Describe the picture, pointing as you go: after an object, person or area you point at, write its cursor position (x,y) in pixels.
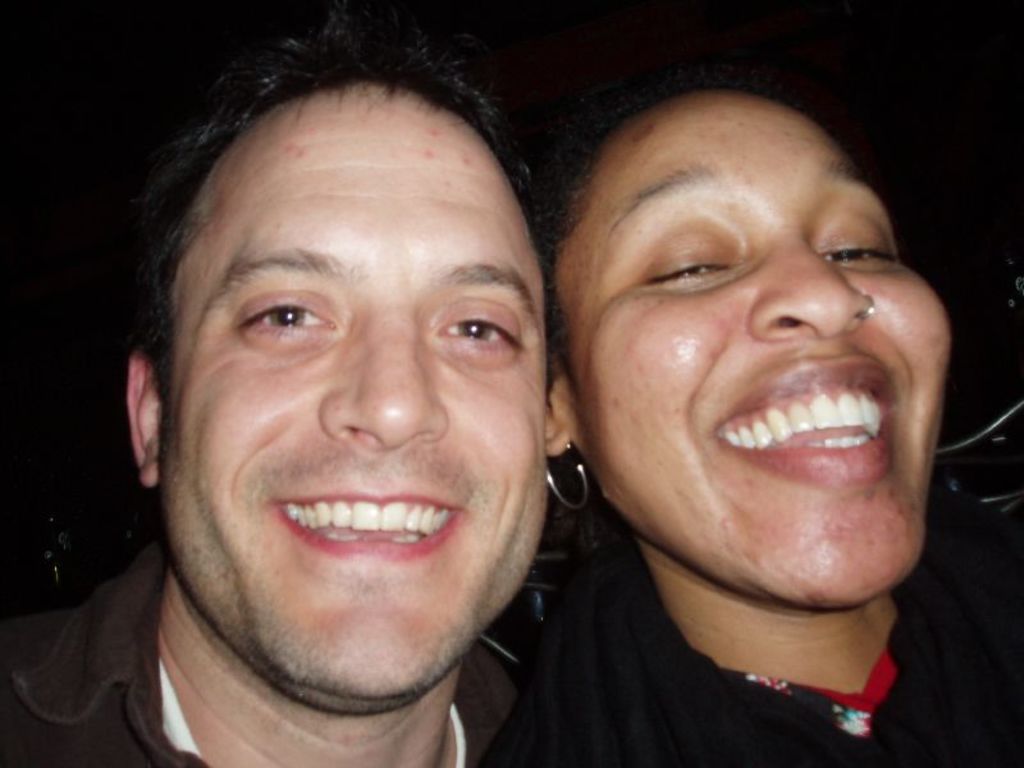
In this picture we can see two people (245,375) smiling and in the background (85,571) we can see some objects (966,442) and it is dark.
